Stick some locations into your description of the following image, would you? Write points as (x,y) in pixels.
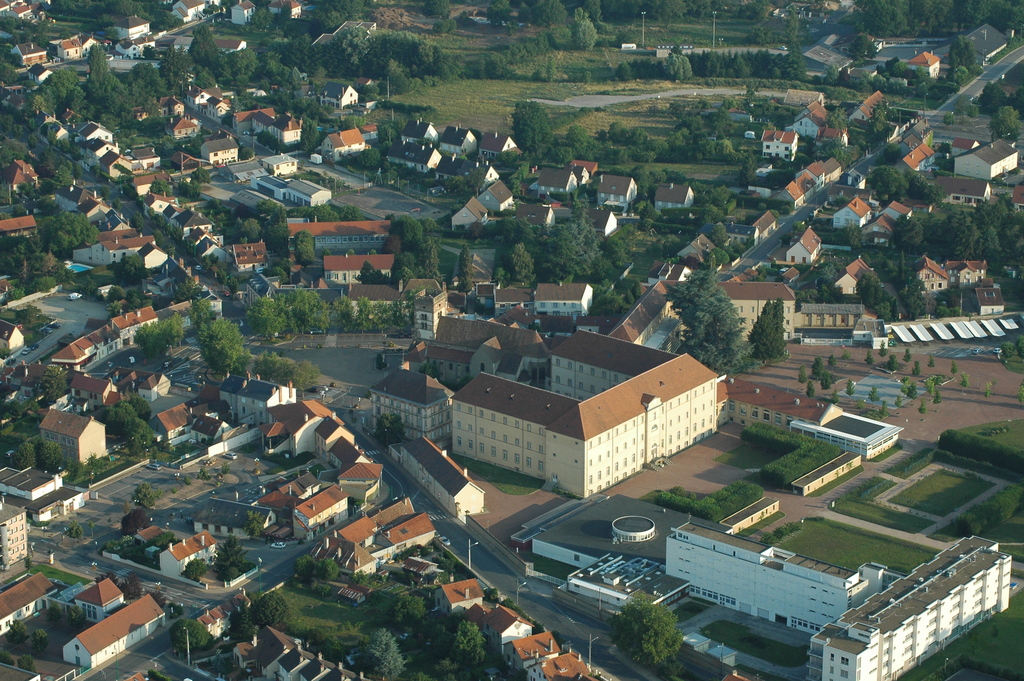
There is an aerial view in the image, where we can see houses (423,419), trees (359,315) and poles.
